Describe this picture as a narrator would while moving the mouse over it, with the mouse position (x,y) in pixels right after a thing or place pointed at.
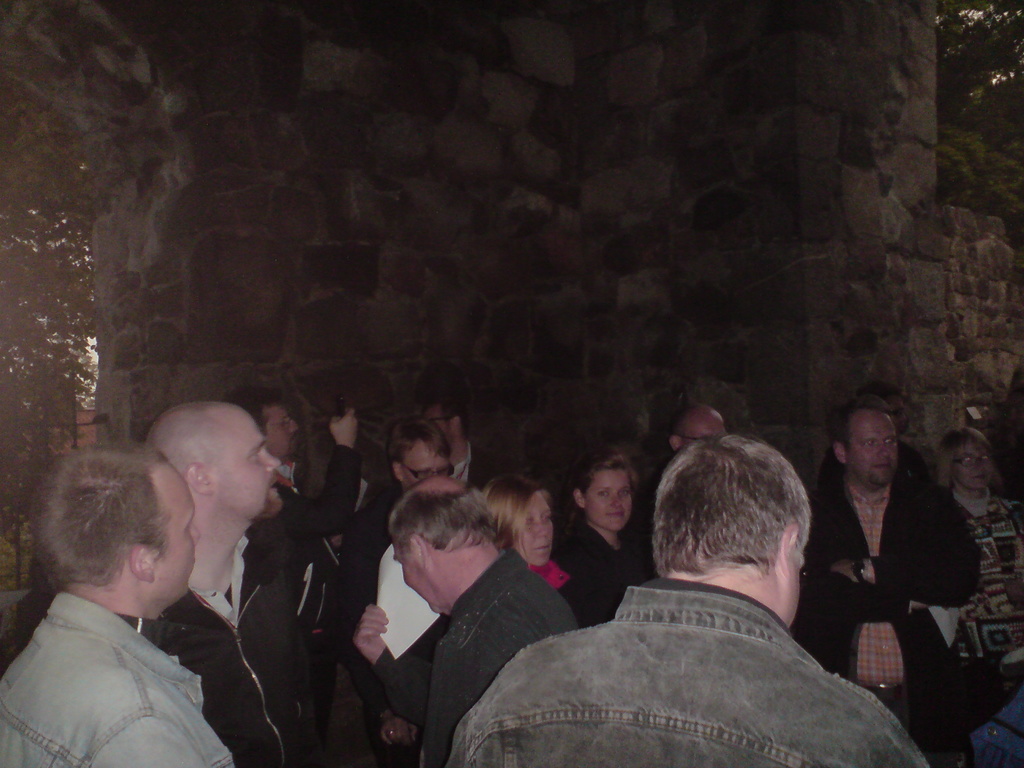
In this image we can see a group of persons (473,523). Behind the persons (345,532) we can see a wall (291,249). On the left side (77,259), we can see a tree (68,333). In the top right (967,70), we can see another tree (977,115).
